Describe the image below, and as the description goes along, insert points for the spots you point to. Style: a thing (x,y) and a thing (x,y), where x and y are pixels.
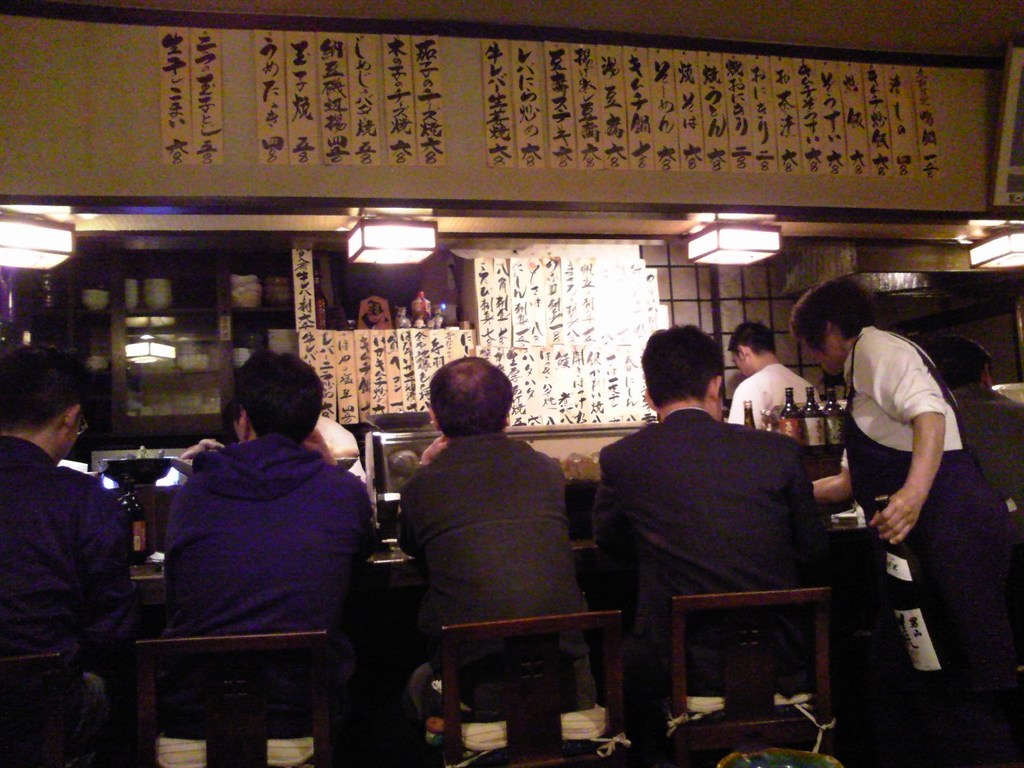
In this picture, we see four men (454,589) sitting on the chairs (446,727). In front of them, we see a table (147,571) on which pan (140,473) is placed. On the right corner of the picture (882,376), we see a man (915,513) in the white shirt (893,436) is holding a glass bottle (898,619) in his hand (908,510). In front of him, we see many glass bottles (816,443) are placed on the table (835,447). We even see lights (27,252) and a wall (459,153) on which board (358,147) with some text (520,127) written are placed on it. This picture might be clicked in the bar (625,586).
